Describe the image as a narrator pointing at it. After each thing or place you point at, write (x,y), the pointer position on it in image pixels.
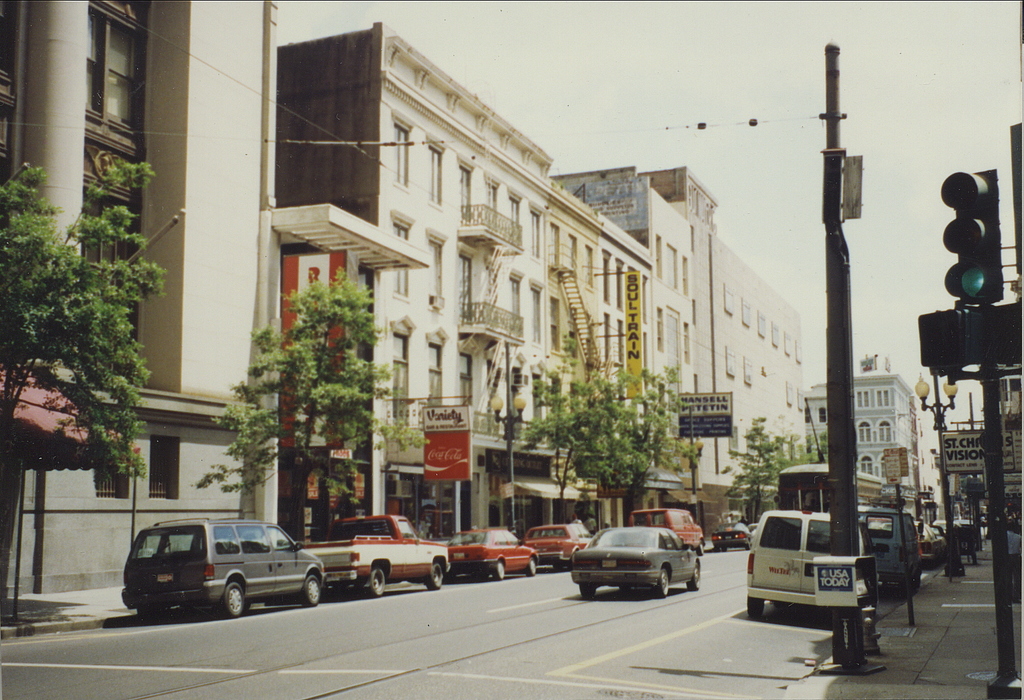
Here there are vehicles (665,556) on the road (497,639), here there are buildings (482,322) with the windows (660,268), here there are trees (353,387), this is signal (975,306) and a sky (549,101).
